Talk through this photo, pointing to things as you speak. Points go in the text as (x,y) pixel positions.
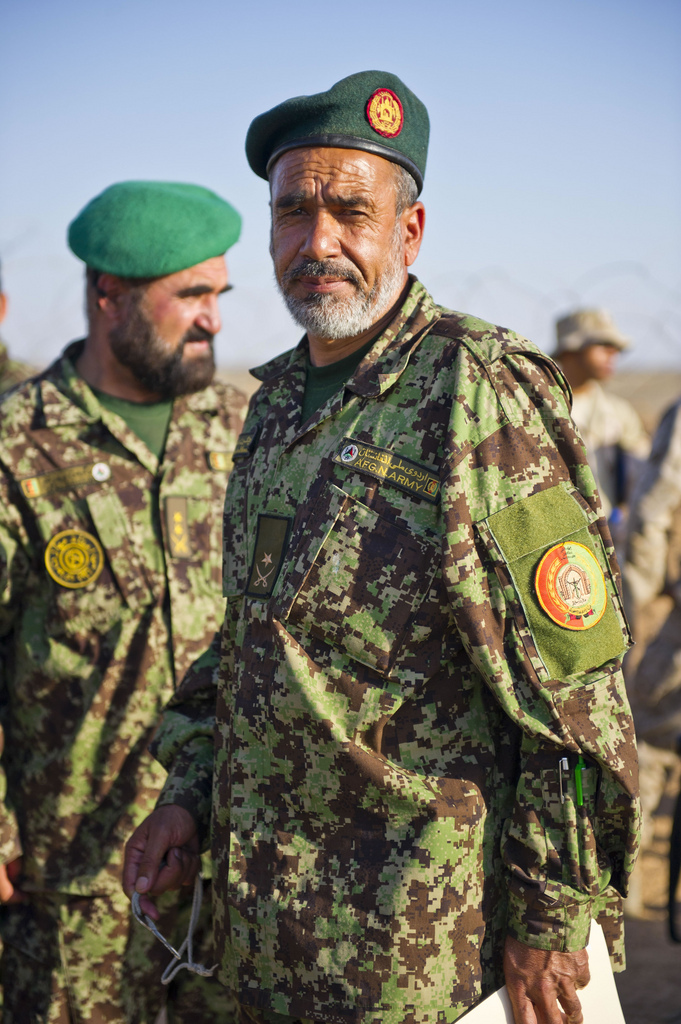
In this image there are three men (441,499) standing, there is a man (328,456) holding an object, there is a person's hand (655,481) towards the right of the image (663,496), the men (640,504) are wearing caps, there is the sky (267,58) towards the top of the image (377,69).
